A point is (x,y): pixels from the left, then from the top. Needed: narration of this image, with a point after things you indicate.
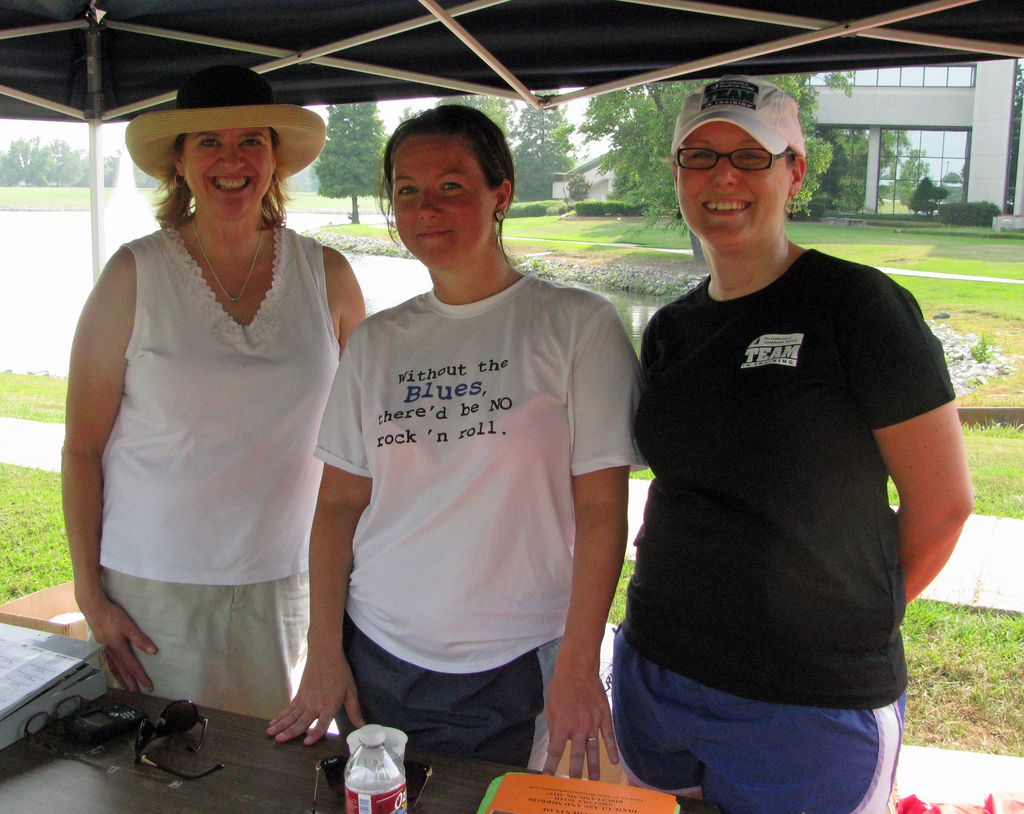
Three women (497,485) are standing. On the right (762,468) a woman (751,368) is wearing a specs (739,162) and a cap (721,103). On the left (256,169) woman (225,136) is wearing a hat (206,103). In front of them there is a table (217,781). On the table (217,794) there are goggles (179,730), mobile (80,726), book (540,799), bottle (384,773), and a cup (396,741). In the background (850,241) there are building (870,111), trees (606,164), bushes (604,208), grass lawn (595,231). And they are standing under a tent (271,32).
